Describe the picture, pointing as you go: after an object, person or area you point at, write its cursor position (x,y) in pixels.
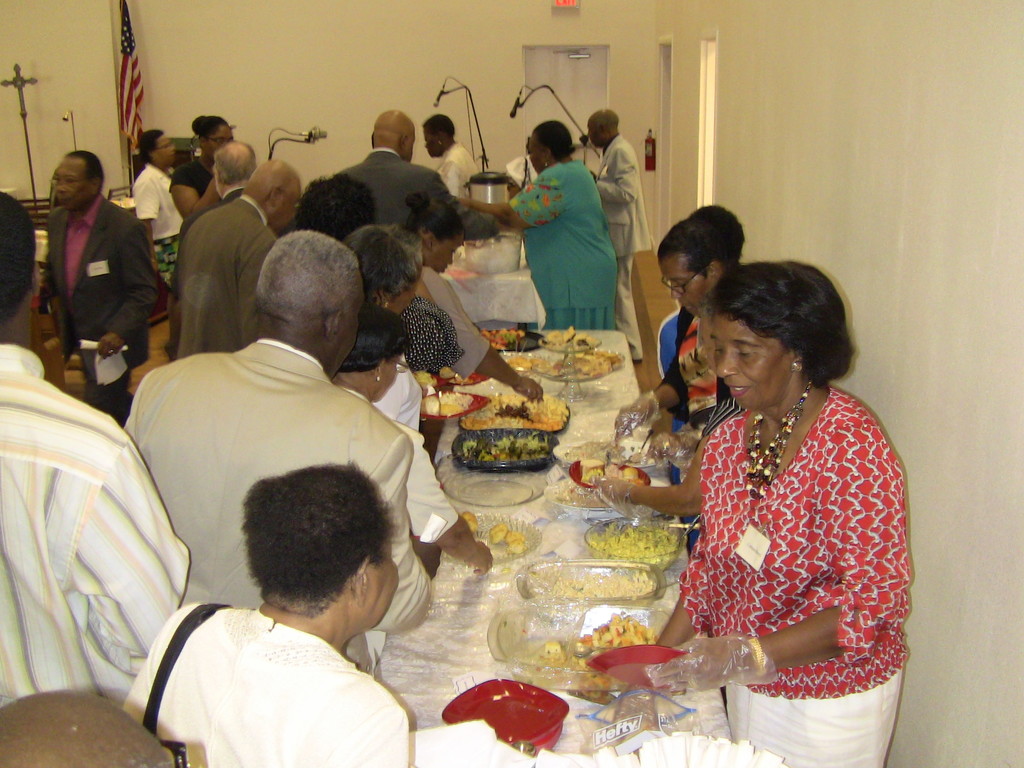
In the foreground (321,314) I can see a group of people (321,314) on the floor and tables (569,558) on which plates (510,645), bowls (580,569) and food items (583,591) are there. In the background (625,11) I can see a wall (485,35), door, flag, mikes (460,84) and so on. This image is taken may be in a hall (521,314).
